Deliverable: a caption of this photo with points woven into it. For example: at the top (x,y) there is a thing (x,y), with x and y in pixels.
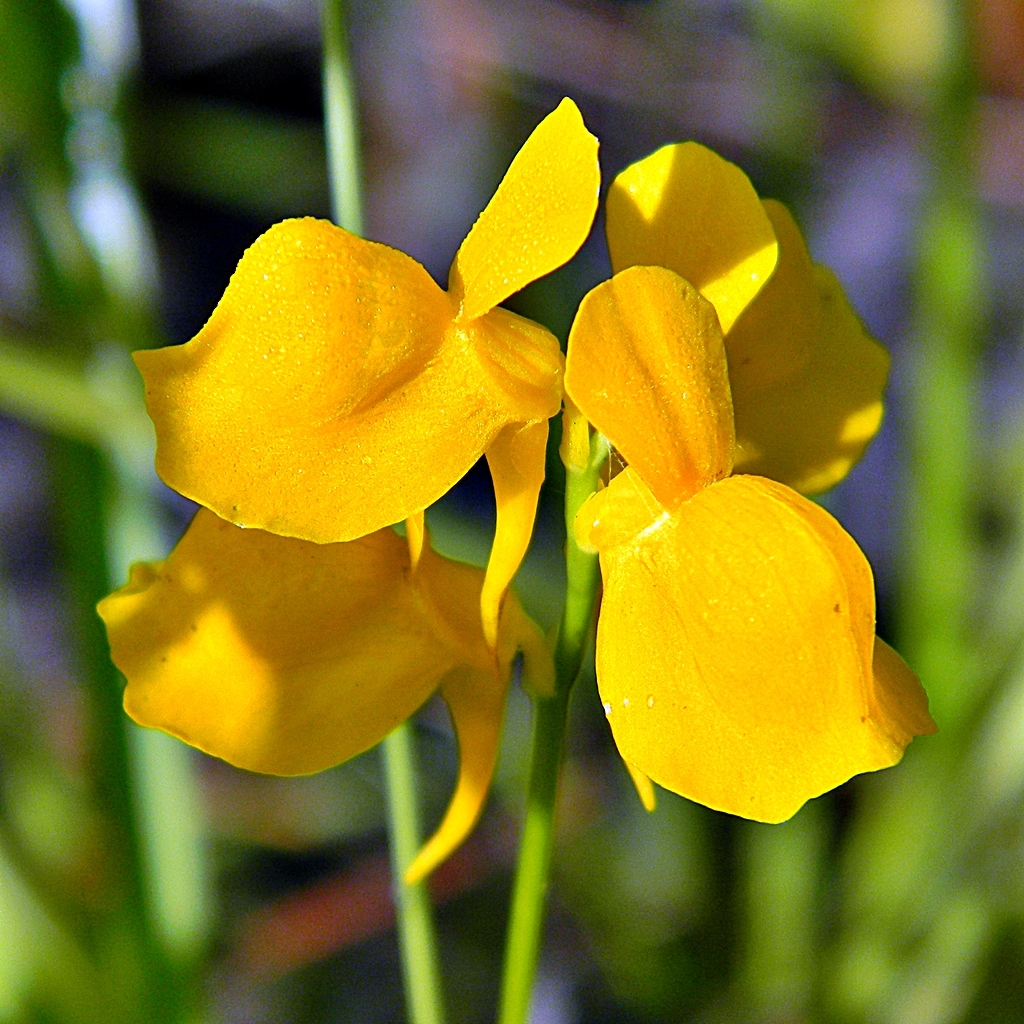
In this image I can see few yellow colour flower (493,684) in the front (293,738) and I can see this image is little bit blurry in the background (67,270).
